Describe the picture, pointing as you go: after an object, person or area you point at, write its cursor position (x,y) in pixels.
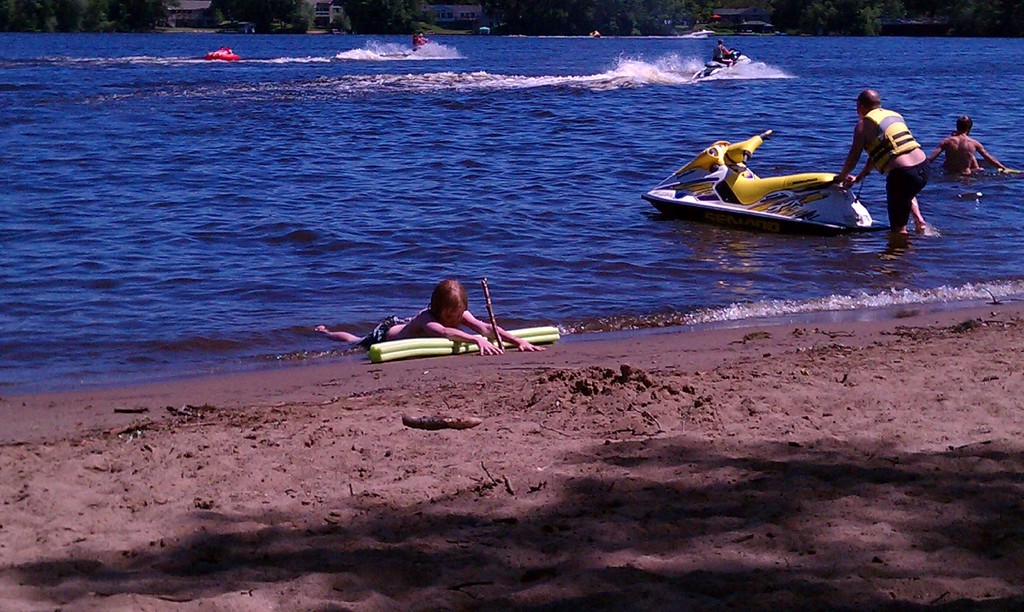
Bottom of the image (297,524) there is sand (984,483). In the middle of the image (368,319) there is water (373,35), on the water (606,328) few people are riding water boats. Top of the image (119,12) there are some trees (14,23) and buildings (754,21).
